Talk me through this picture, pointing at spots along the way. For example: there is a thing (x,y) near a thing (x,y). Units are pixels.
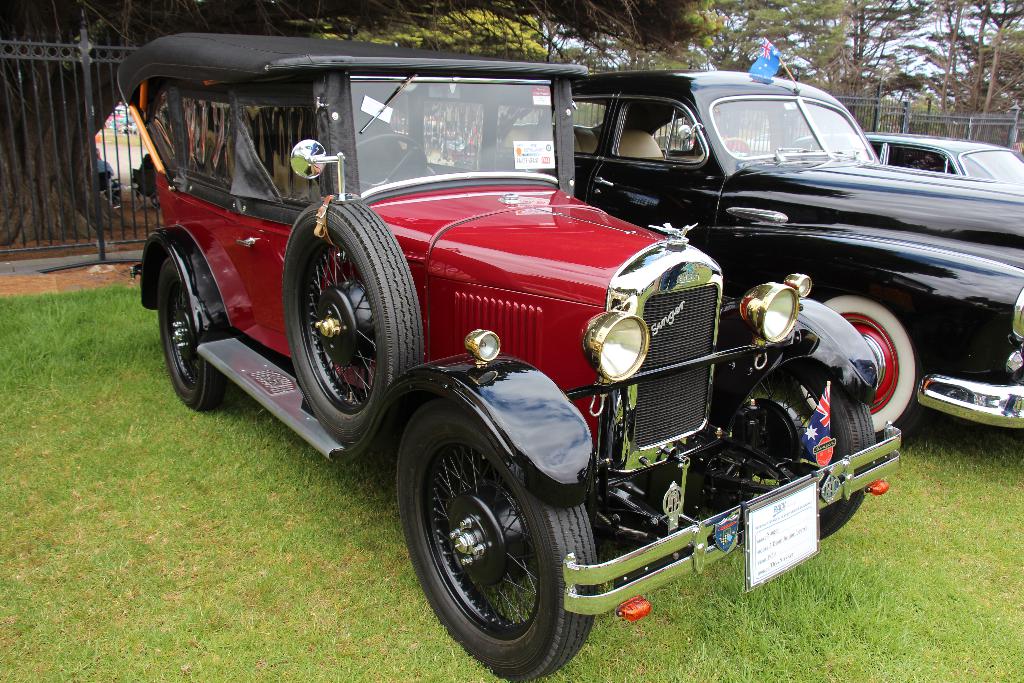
In this image we can see the vehicles (1000,151) parked in the grass (708,629). We can also see the fence (1012,112), flag (777,67) and also the trees (453,44).
